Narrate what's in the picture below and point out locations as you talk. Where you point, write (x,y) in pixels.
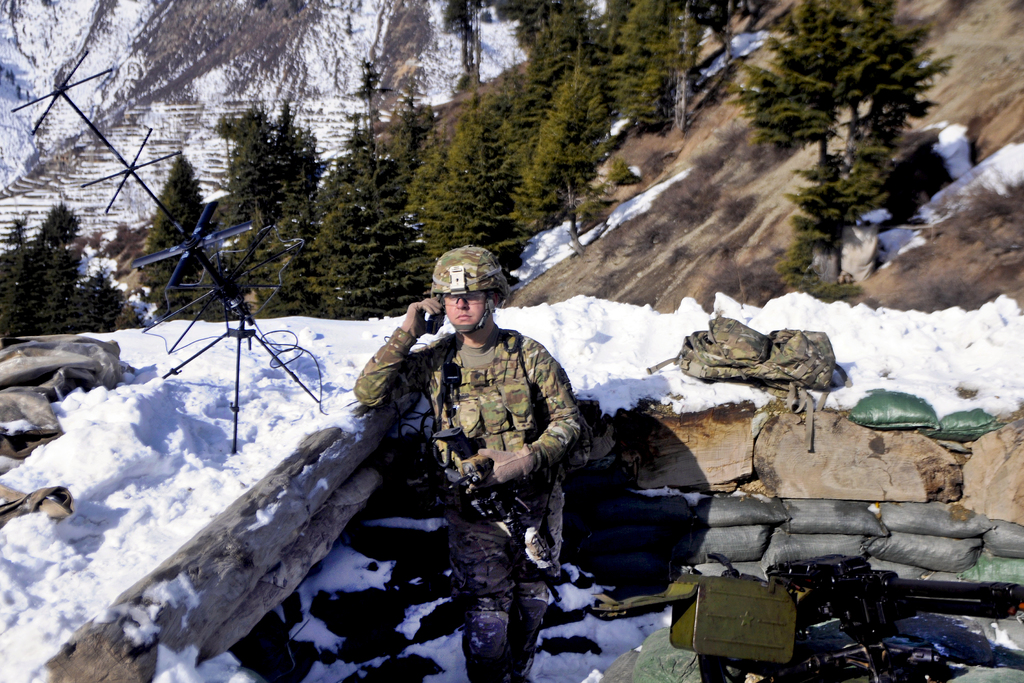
This picture describe about military man (428,312) wearing a green color dress (556,497) holding black gun (516,531) in the hand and talking on the phone (432,331). Beside we can see black color antenna (243,336) placed on the snow ground (307,356). Behind we can see some trees (797,89) and hill (718,173) full of snow (296,51). In front (747,612) we can see military bag (747,368), green color box (725,627) and a machine gun (856,633).
